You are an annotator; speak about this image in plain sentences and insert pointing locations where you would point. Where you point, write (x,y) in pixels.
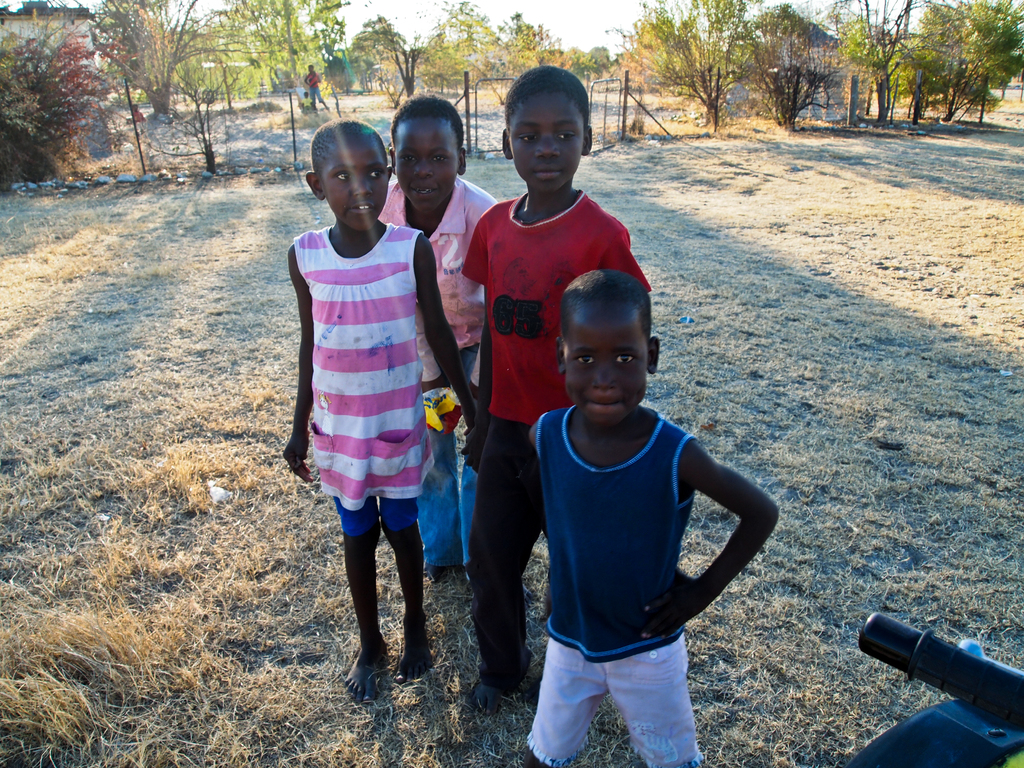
In this image we can see a few children (508,323) are standing. There are many trees (894,52) at the top most of the image (392,34). There is an object (948,675) at the bottom right most of the image (988,682). There is a grassy land (894,380) in the image.
